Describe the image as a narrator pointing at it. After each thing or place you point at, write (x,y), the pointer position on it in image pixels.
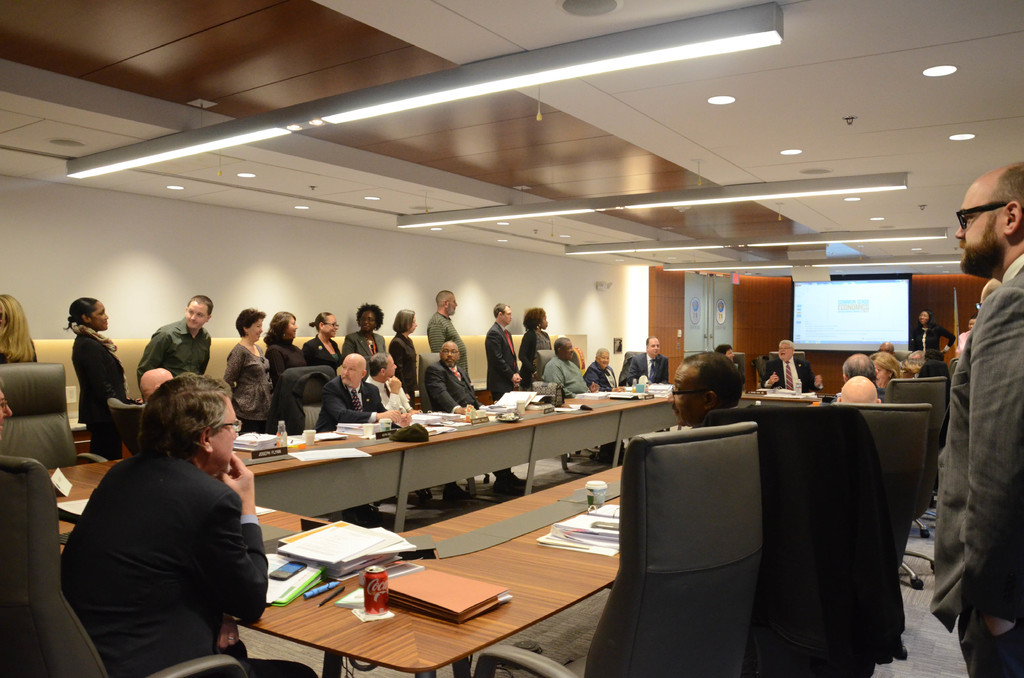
There are lot of people (1023,300) on room (124,342) few of them are standing and few of them are sitting on chairs (664,435) in front of table (309,612) with some papers (335,573) and pens (315,592) and lot of stuff (348,570) in it viewing at the screen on the other side.
